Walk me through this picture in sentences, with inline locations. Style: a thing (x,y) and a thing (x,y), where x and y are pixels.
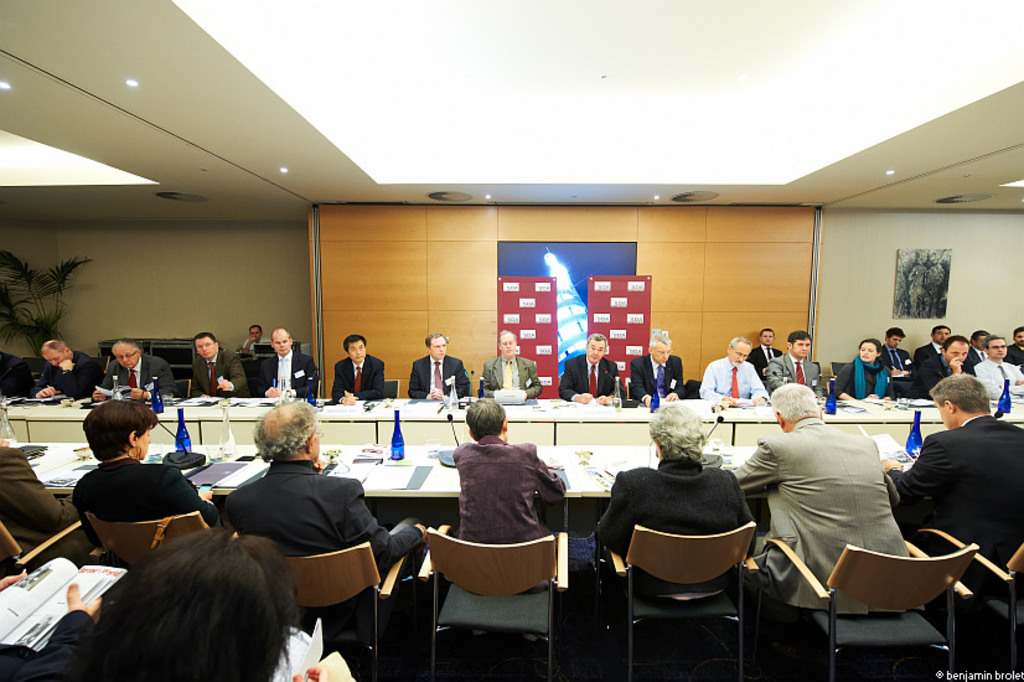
In this picture there are group of people (87,432) who are sitting on the chair (642,537). There is a bottle (183,444), file (235,468), paper (408,474), mic (188,460) and other objects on the table (170,409). There is a light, frame (929,281) on the wall (89,326). There is a plant (18,323).
